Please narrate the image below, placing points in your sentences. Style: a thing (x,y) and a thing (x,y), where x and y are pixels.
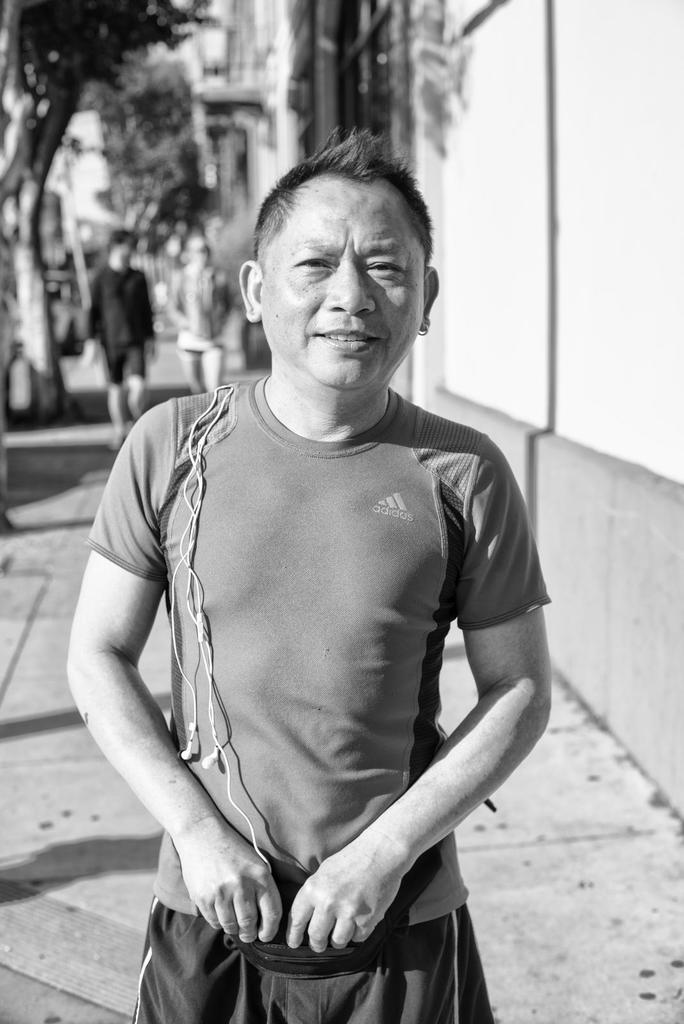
This is a black and white picture. Here we can see a man (335,542) and he is smiling. In the background (295,33) we can see wall (541,302), trees (170,107), and two persons (137,341) are walking on the footpath (85,910).
